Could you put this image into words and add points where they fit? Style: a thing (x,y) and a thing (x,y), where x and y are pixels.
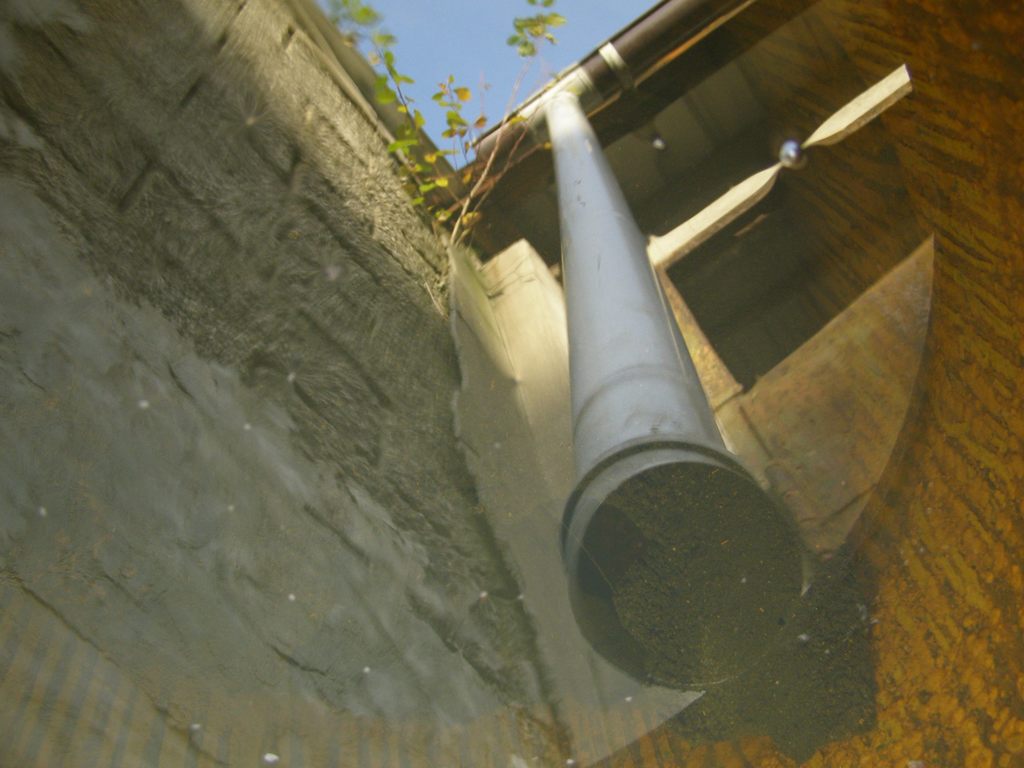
In this image in the foreground (645,559) it looks like a mirror (813,489), and through the mirror (504,535) i can see house (531,323), pipe (634,221), and some plants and sky (492,92).
